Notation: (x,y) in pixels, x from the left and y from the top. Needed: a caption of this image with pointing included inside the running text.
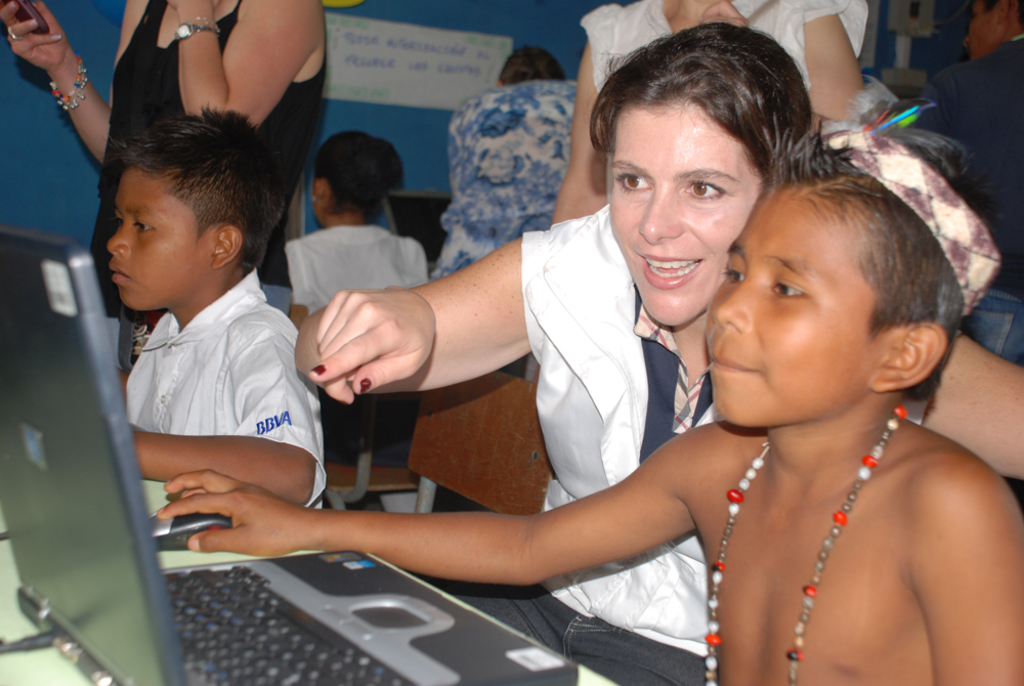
In this picture we can observe a woman (577,325) sitting in the chair (523,446). Beside her there is a boy (744,462) sitting in front of a laptop (90,577) placed on the table (14,626). We can observe another boy (221,372) beside her. There are two women (132,92) behind this boy (214,383). In the background (379,135) we can observe a blue color wall (401,134).
